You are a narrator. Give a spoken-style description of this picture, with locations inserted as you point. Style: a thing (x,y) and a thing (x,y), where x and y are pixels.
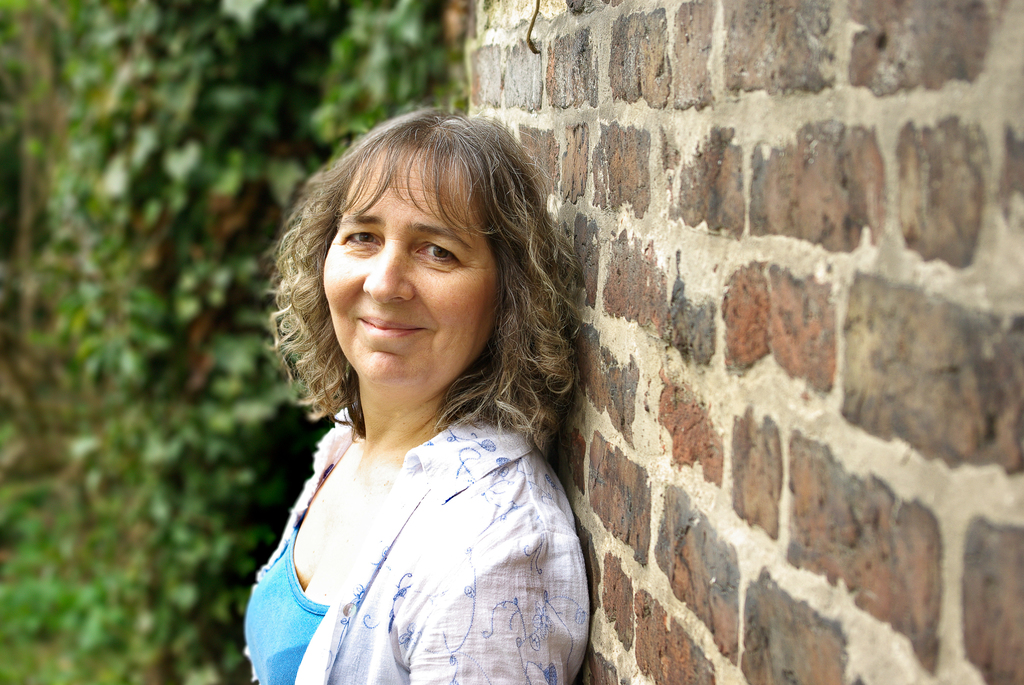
In the picture we can see woman (344,562) wearing blue and white color dress (361,606) standing near the brick wall (648,464) and in the background (85,229) there are some plants (184,334).
